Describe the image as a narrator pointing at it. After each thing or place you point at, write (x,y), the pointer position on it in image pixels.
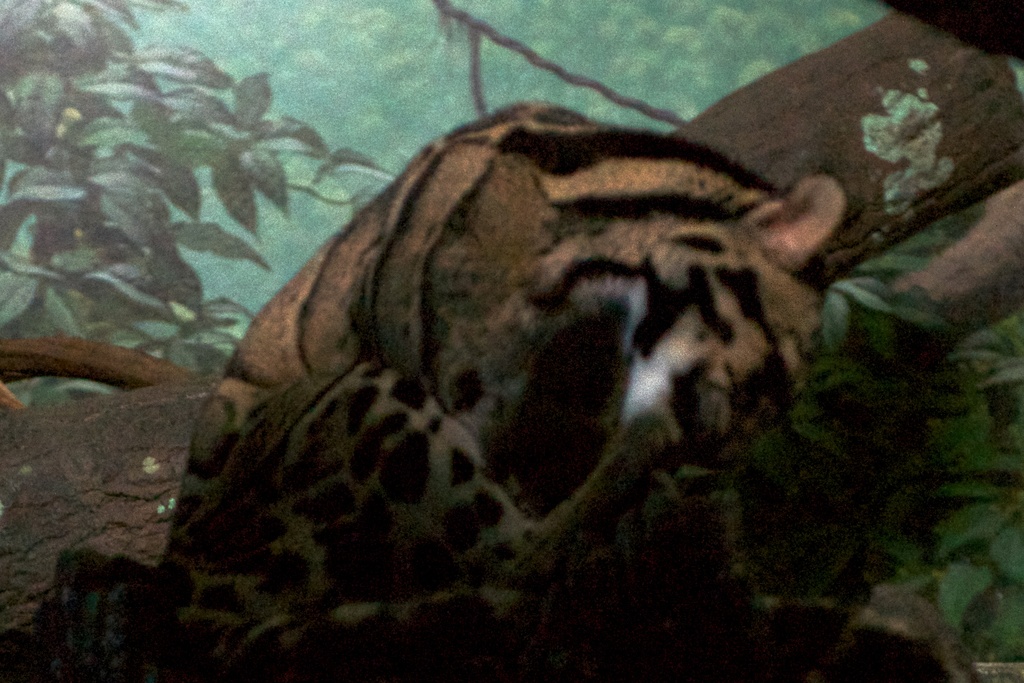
This image looks like a painting in which I can see a clouded leopard (561,448), tree trunk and trees (972,405). This image is taken may be in the forest (916,429).
